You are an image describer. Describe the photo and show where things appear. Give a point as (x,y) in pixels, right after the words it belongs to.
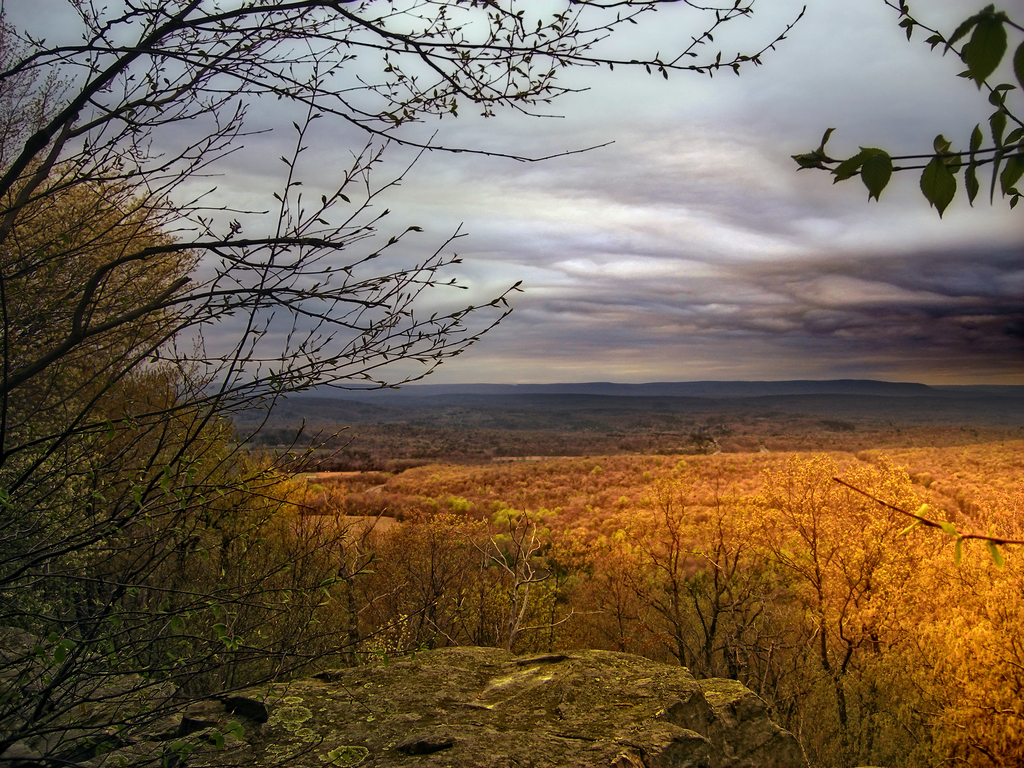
In this picture I can see trees (538,423), hills (673,390), and in the background (701,280) there is sky (648,197).
